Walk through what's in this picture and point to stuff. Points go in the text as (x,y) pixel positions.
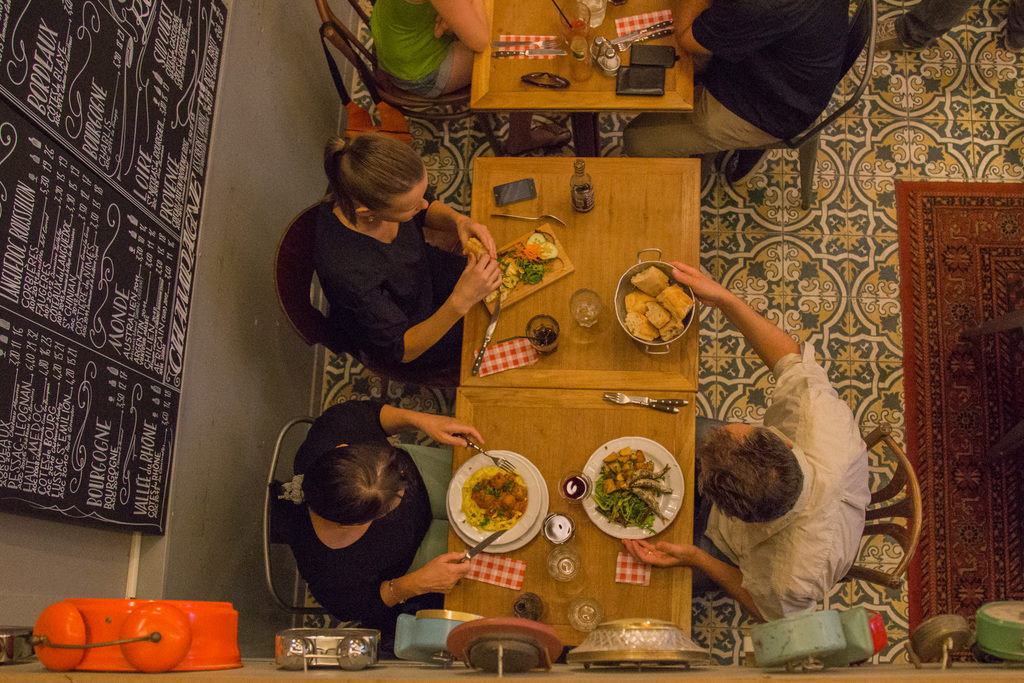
This picture seems to be clicked inside the room (294,190). On the left (113,84) we can see the text (110,504) on the poster (92,118) and we can see the wall (233,552). In the foreground (752,648) we can see there are some objects (78,645) hanging on the wall (713,676). In the center (663,229) we can see the wooden tables (605,168) on the top of which mobile phones (649,59), bottles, glasses (592,316), knives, forks (609,399), platters (483,535) containing food items (512,502), napkins (533,350) and many other objects (663,61) are placed and we can see the group of persons (425,84) sitting on the chairs (343,51) and seems to be eating food (505,277). On the right corner (974,199) we can see the floor mat (958,312) and we can see some other objects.
